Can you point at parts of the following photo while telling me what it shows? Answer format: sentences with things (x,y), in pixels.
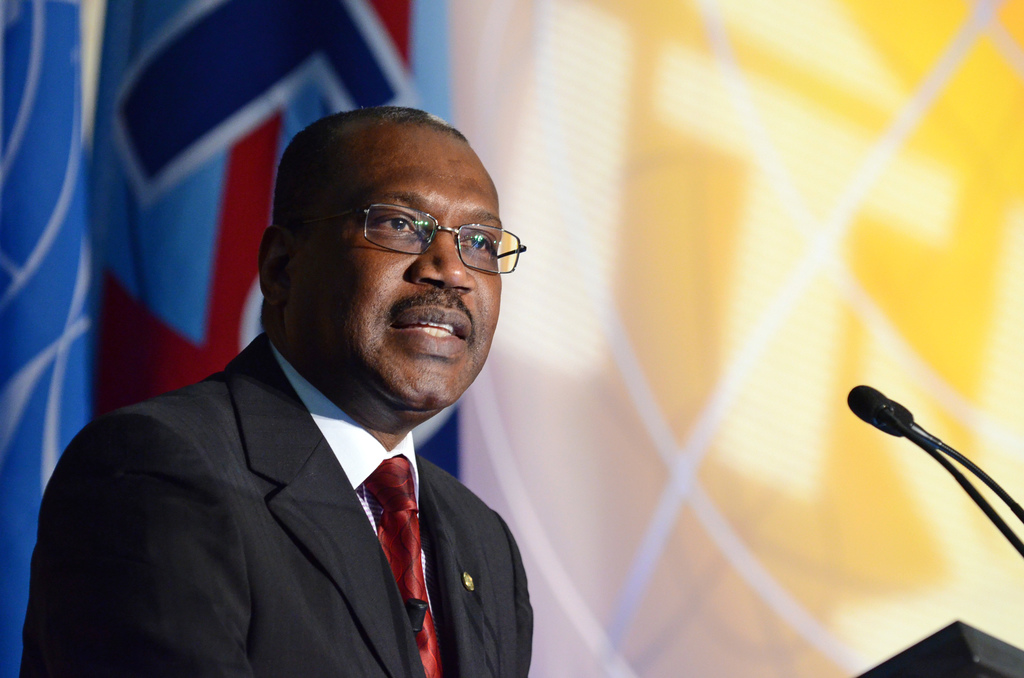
In this image we can see a man (401,247) is standing, he is wearing a suit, in front there is a podium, there is a microphone (973,491).
